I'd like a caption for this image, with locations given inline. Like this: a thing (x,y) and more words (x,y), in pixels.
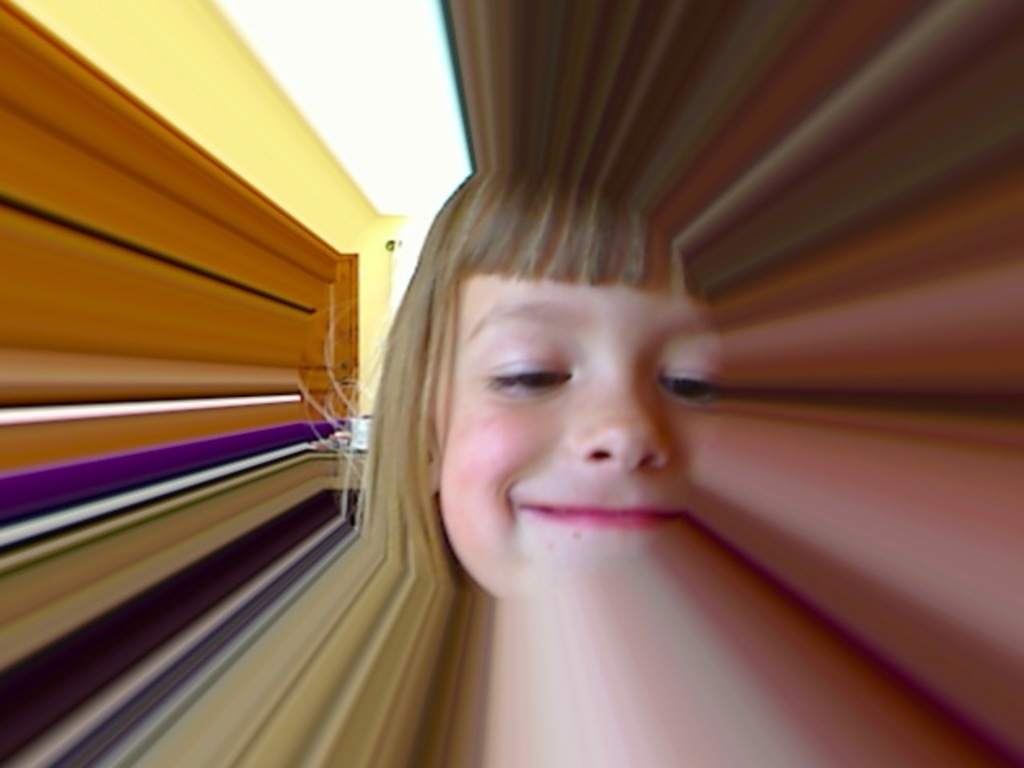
This is an edited image. In this image, we can see a girl (619,515) smiling. In the background (384,301), we can see wall (376,313), door (349,342) and few objects (358,447).
